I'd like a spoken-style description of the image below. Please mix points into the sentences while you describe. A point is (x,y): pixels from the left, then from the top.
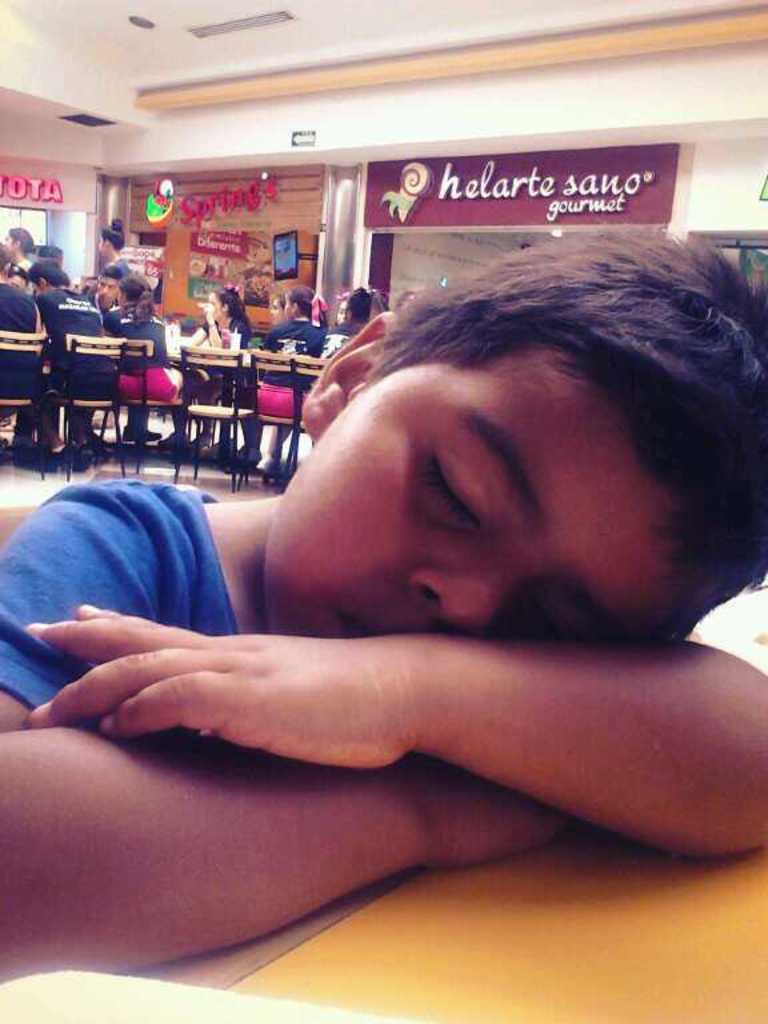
In this image, we can see a kid (456,505) sleeping on the table (499,949). There are some persons (56,310) on the left side of the image (18,354) sitting on chairs (289,360). There is a board (387,187) in the middle of the image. There is a ceiling (428,81) at the top of the image (347,43).
